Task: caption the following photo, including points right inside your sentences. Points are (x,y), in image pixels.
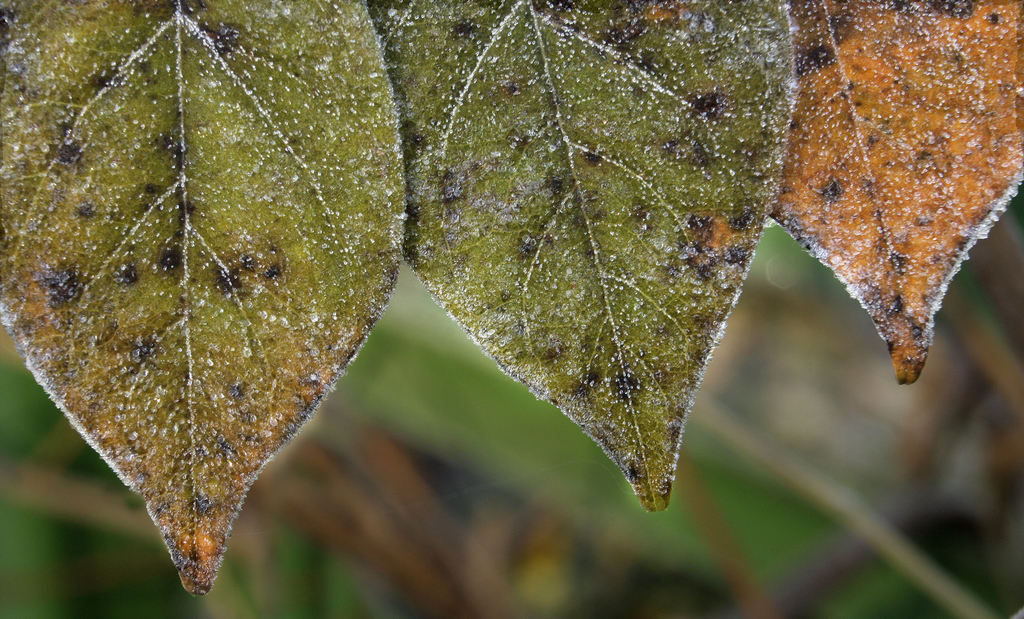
In this image I can see three leaves (113,223) which are green, black and orange in color. I can see the blurry background (841,511) in which I can see few trees (73,536).
